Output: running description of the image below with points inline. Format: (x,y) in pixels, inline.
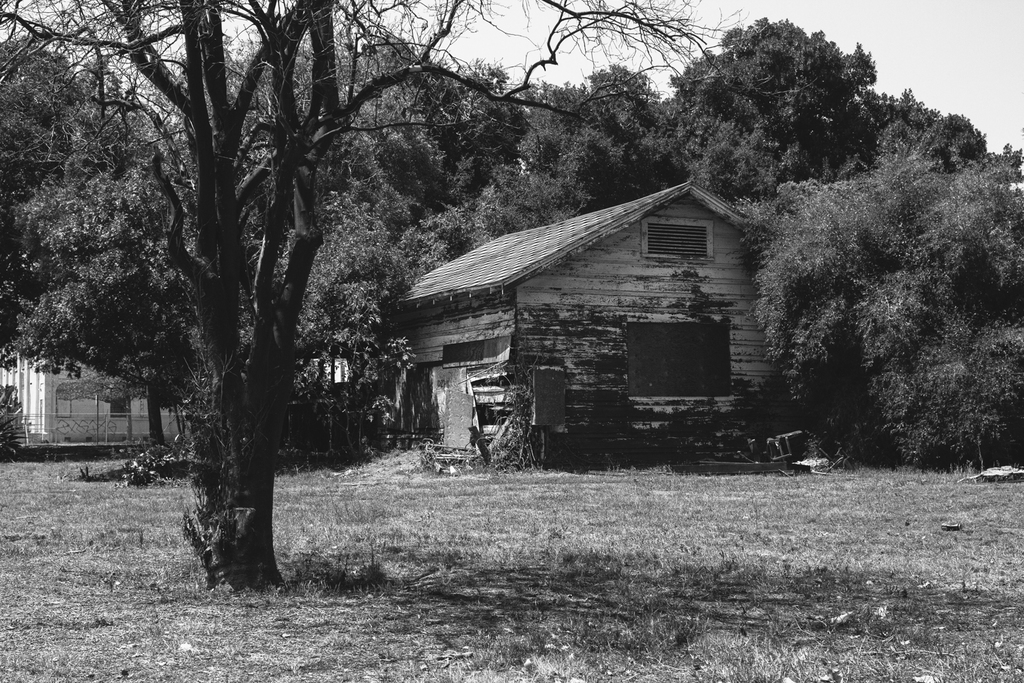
This is a black and white picture. Here we can see trees (269,272) and houses (586,402). This is grass (381,670). In the background (955,37) there is sky (903,68).
